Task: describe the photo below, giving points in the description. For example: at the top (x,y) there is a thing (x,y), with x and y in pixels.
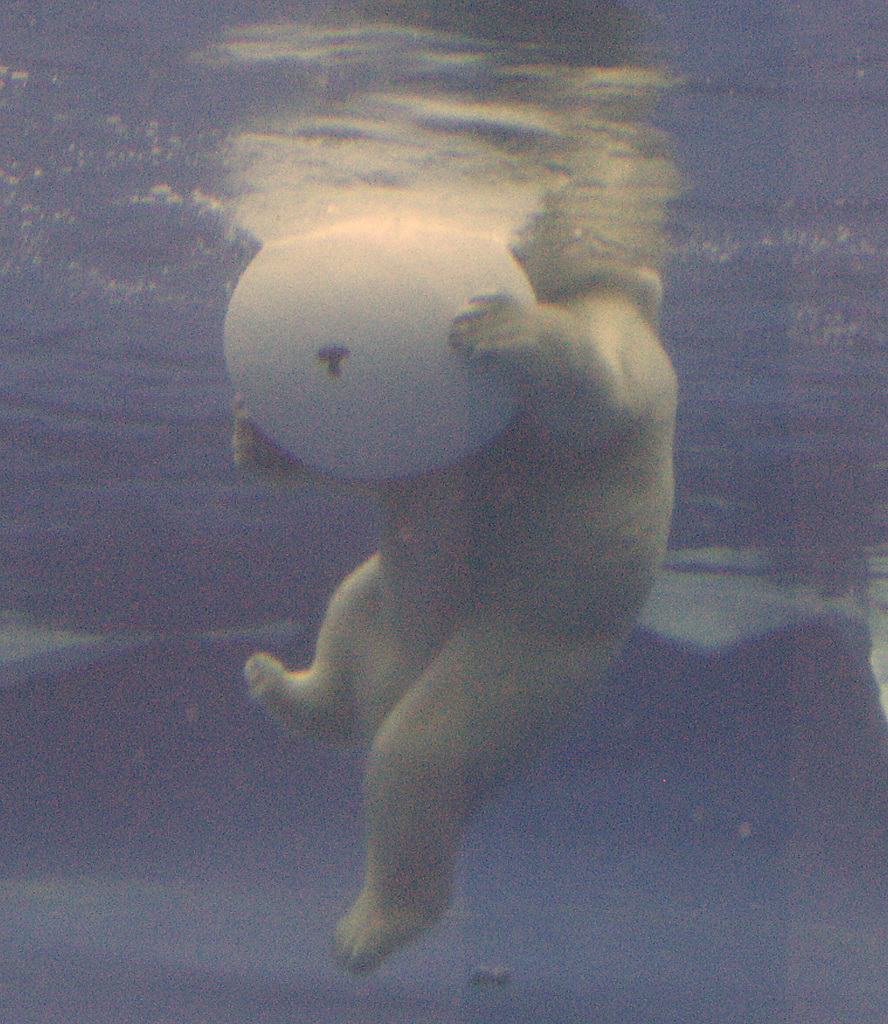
In this image I can see the water (130,766) and I see a white color thing (406,330) and a polar bear (446,609).
